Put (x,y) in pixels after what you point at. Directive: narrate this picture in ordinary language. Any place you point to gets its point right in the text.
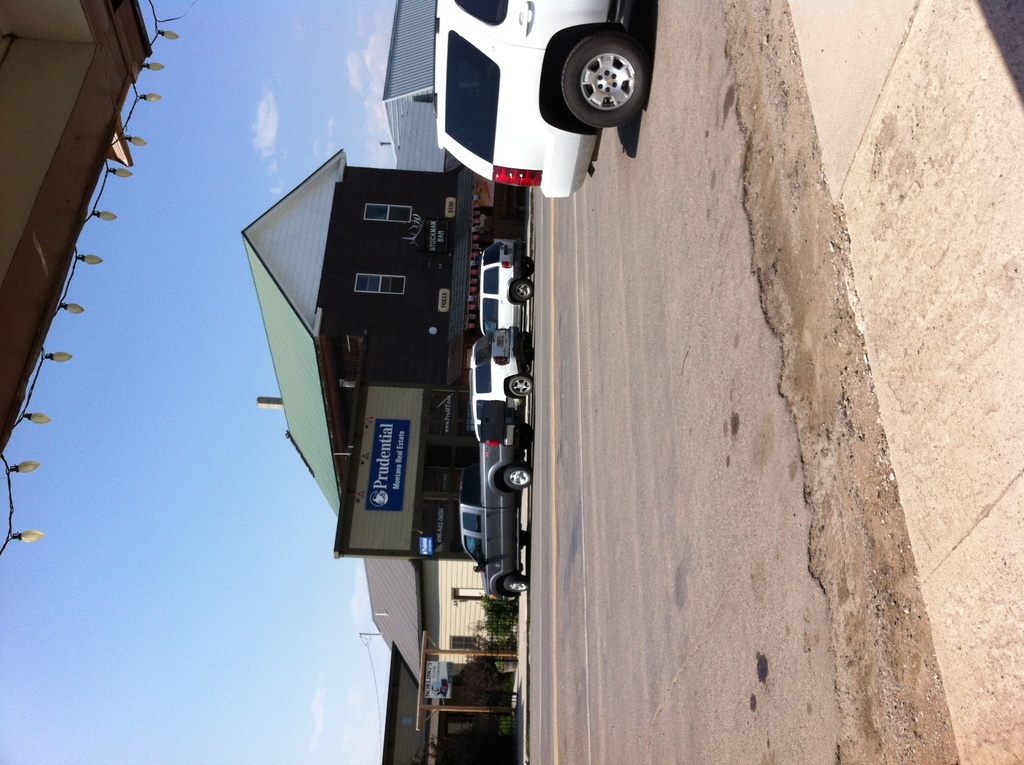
In this image I can see few vehicles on the road (675,681), at left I can see a building (440,328) in green and brown color, at top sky (165,165) is in white and blue color.
